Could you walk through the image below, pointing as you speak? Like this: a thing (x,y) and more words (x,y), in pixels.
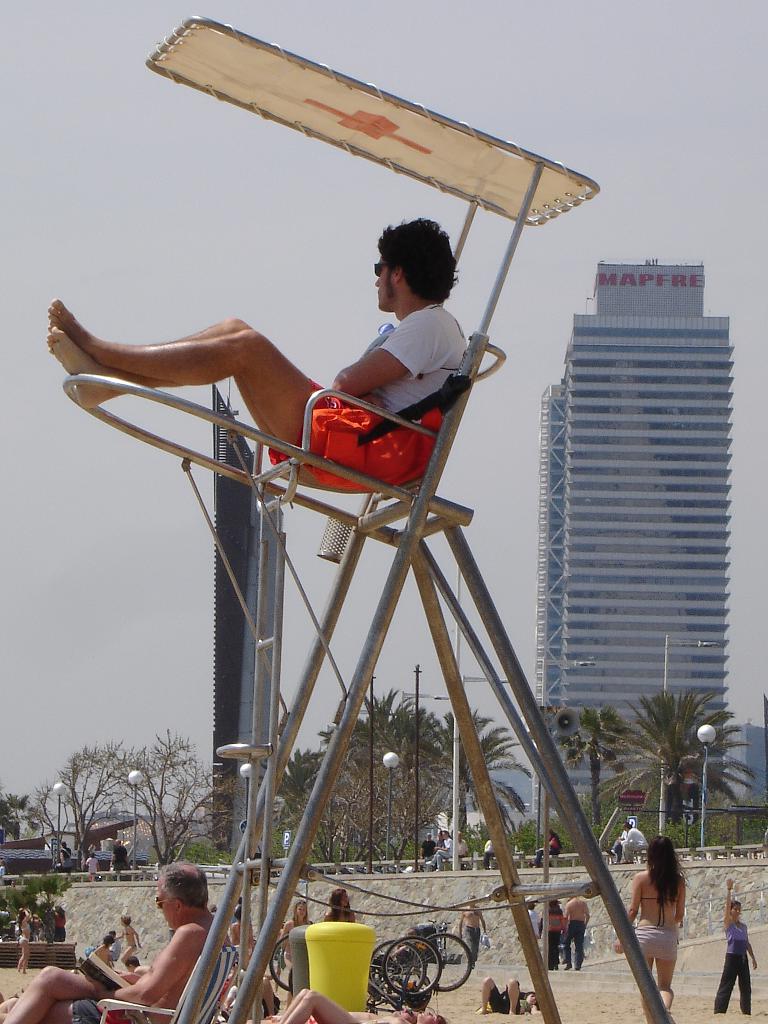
In the image we can see there are many people (645,944) around, some are standing, walking and sitting. There are even many trees (282,796) and light poles (704,792). This is a tower (645,557), text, sand (616,999), wheel (436,968) and a sky (132,121).
